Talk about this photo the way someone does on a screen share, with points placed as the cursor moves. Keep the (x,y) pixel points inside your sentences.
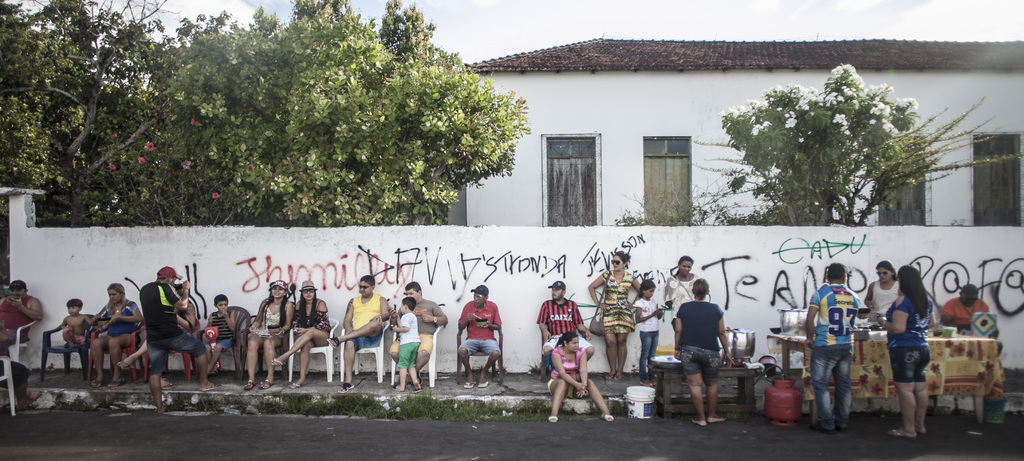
In this image I can see the group of people (685,340) with different color dresses (692,358). I can see few people (302,368) are sitting on the chairs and few people (915,361) are standing. To the right (766,404) I can see the bucket (638,406), cylinder (775,418) and few objects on the table (748,404). In the background (326,289) I can see the wall (369,245), many trees (399,161) and the house (562,69). I can see the sky (454,24) in the back (476,15).
